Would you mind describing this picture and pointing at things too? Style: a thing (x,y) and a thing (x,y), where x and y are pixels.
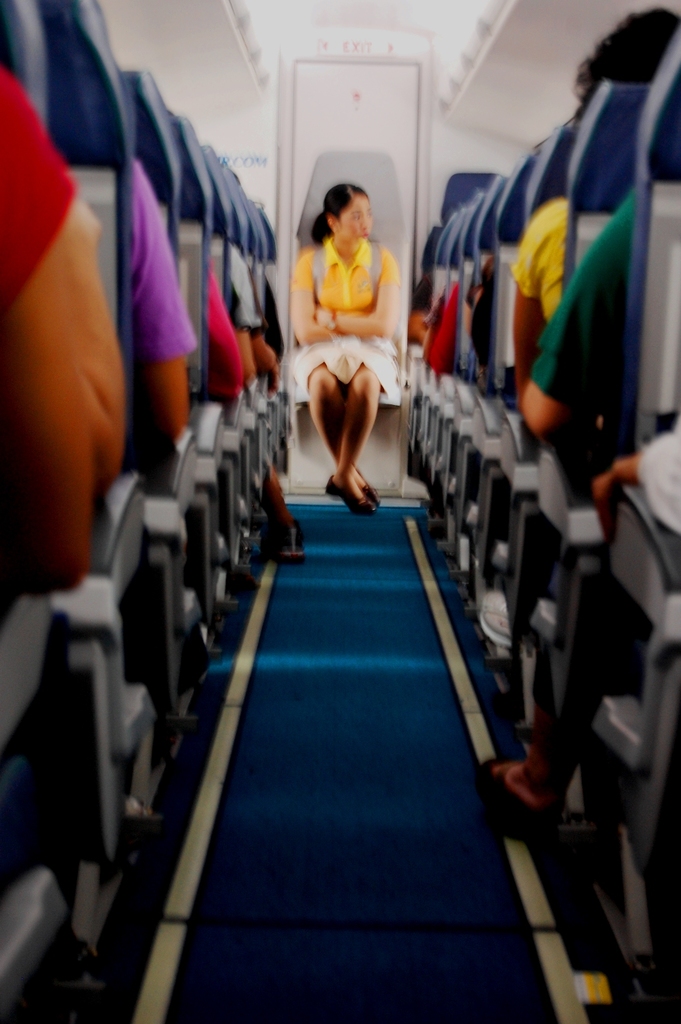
In the image we can see a woman (329,365) sitting, wearing clothes (366,345) and harness (374,256). There are even other people (424,287) sitting and this is an internal structure of a flying jet (633,103).
